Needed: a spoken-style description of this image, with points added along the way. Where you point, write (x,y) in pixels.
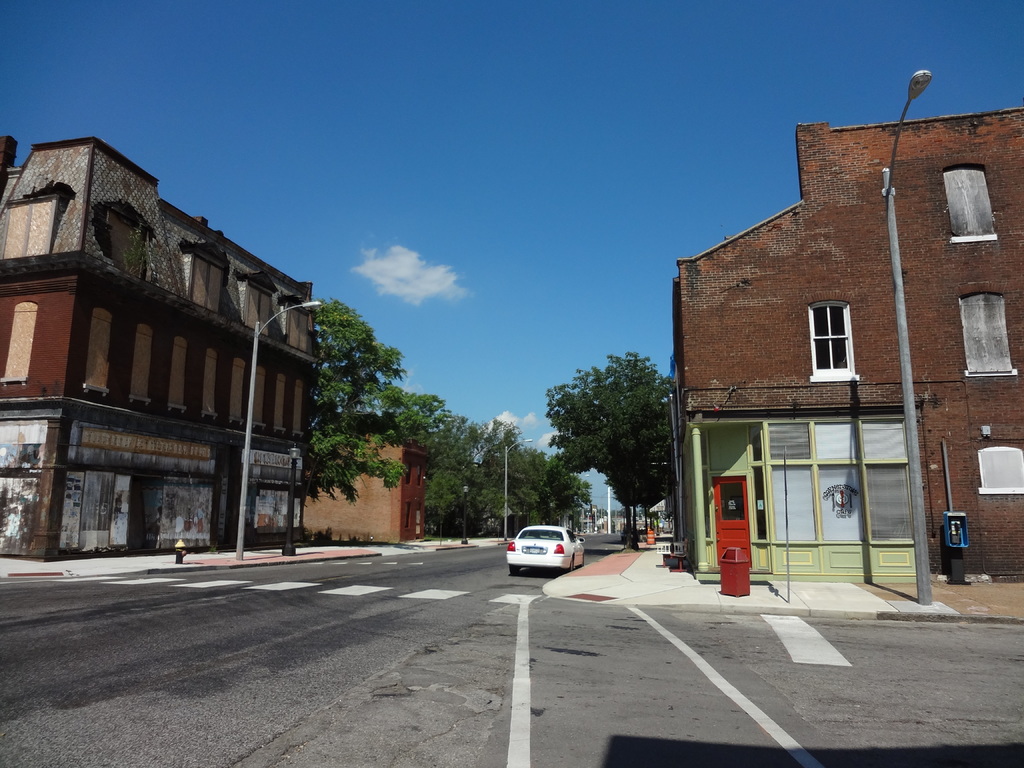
There is a car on the road (150,729). Here we can see poles (244,481), trees (635,469), buildings (723,536), boards (21,455), lights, windows (820,426), and a bin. In the background (517,14) there is sky (546,176) with clouds (520,413).
